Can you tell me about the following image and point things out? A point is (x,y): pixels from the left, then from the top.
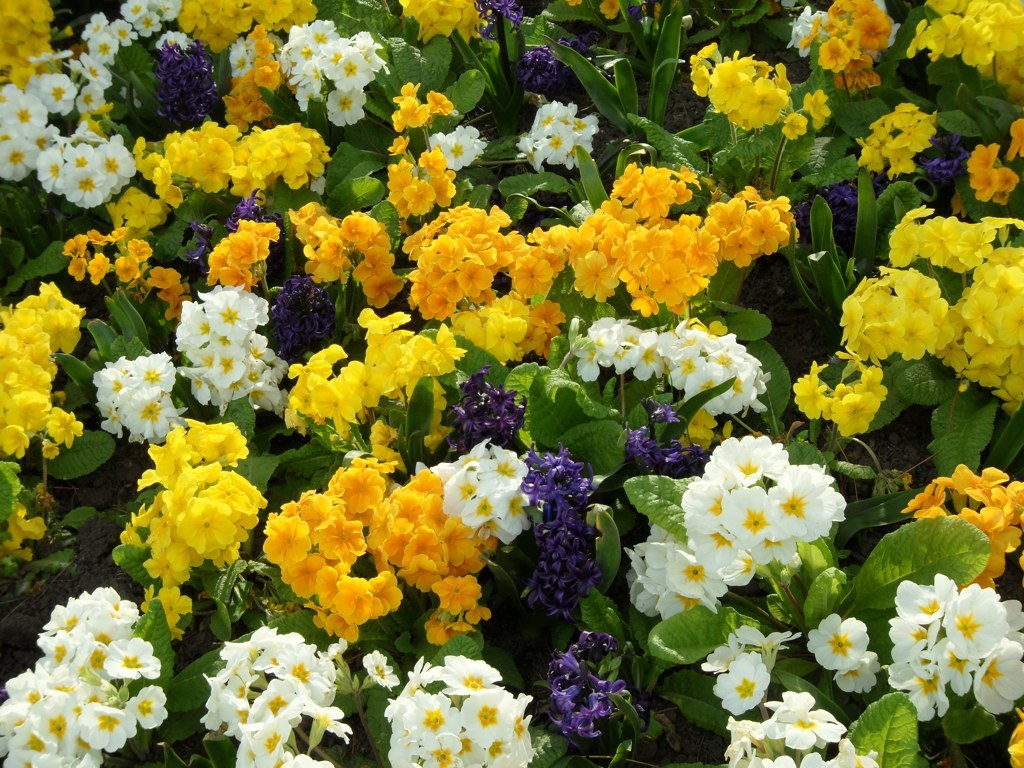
In this picture we can see yellow, white and purple color flowers (588,370) on the plant (563,374). At the bottom (604,535) we can see the leaves (590,389).
